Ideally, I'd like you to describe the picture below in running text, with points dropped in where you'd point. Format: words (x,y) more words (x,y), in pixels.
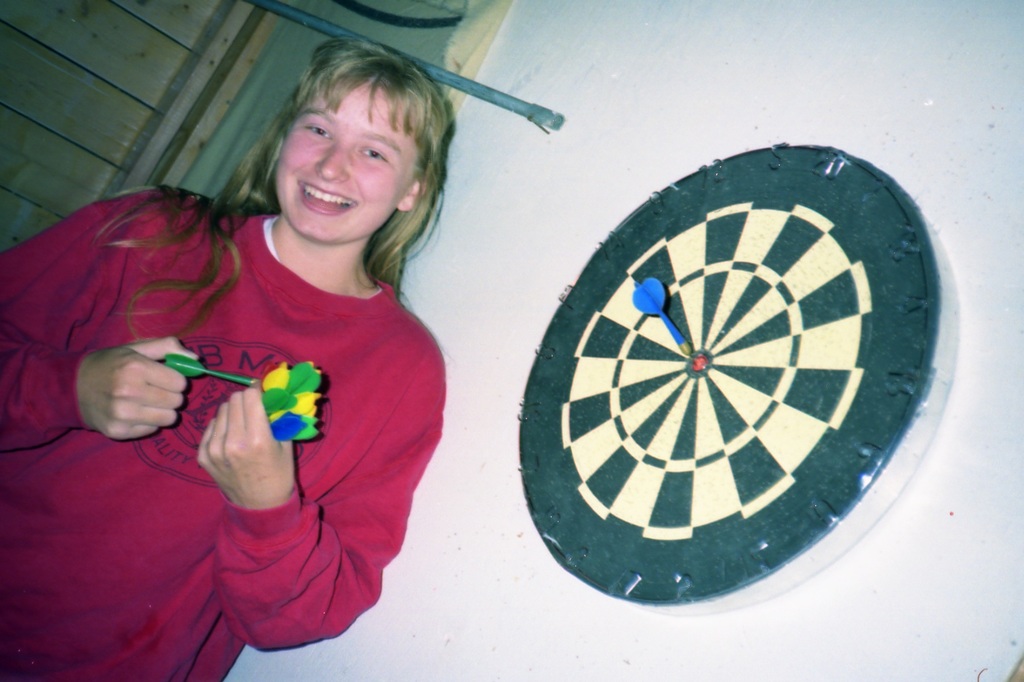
On the left side of the image (282,324) we can see a woman (313,244), she is smiling and she is holding few darts (254,376), beside to her we can see a dart board (782,383) on the wall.
